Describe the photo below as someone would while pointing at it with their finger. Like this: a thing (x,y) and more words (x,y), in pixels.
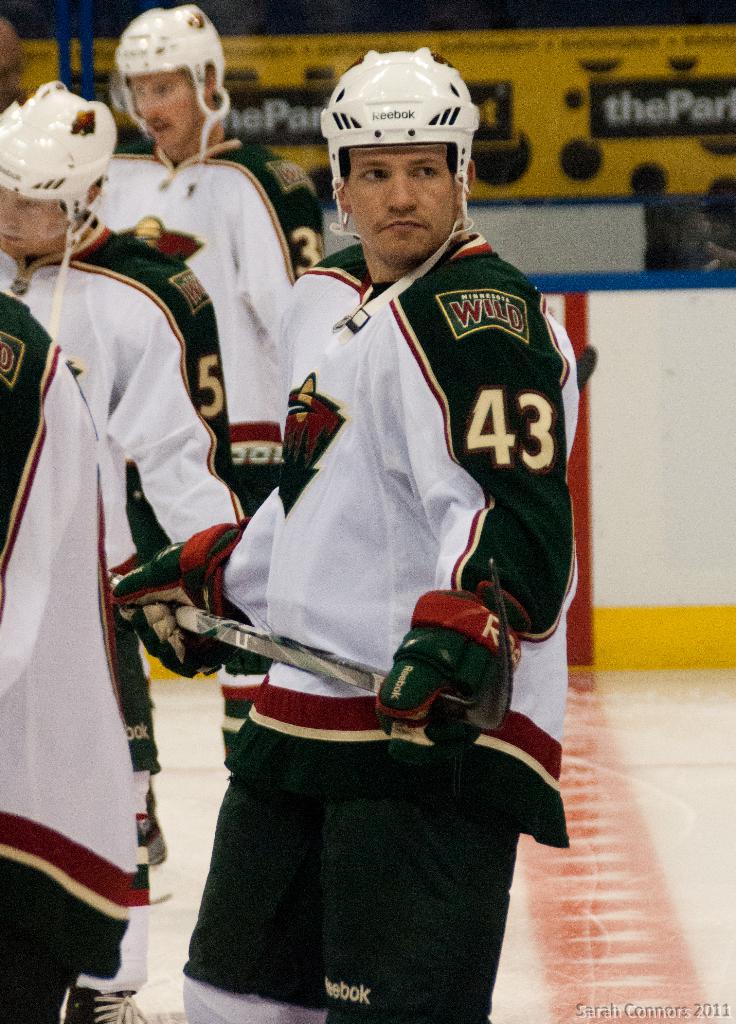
In this picture we can see a group of player (113,569) standing and wearing white color t-shirt (375,458) and black track (400,933) holding the hockey stick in the hand (408,673). Behind there is a yellow color banner (638,101) and small wall (639,297).
